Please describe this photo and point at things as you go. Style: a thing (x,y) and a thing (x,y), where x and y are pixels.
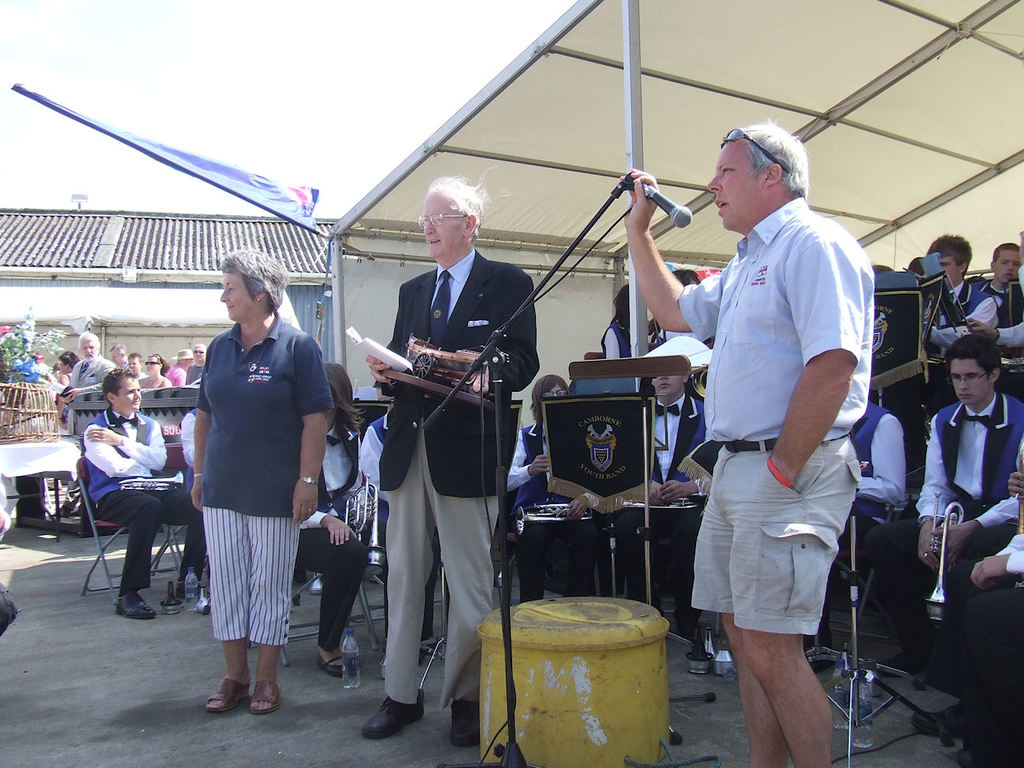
In this image in the foreground (760,367) there are three persons (282,416) who are standing and one person (765,511) is holding a mike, and talking something and the other person (406,420) is holding some papers (407,368). And in the background (191,422) there are some people (148,456) who are sitting on chairs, and all of them are holding musical instruments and some of them are resting. And in the background (97,386) there is a house (213,284), flowers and some people (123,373) are walking and also there are some tables (41,458). On the top of the image (557,143) there is one tent (657,231) and on the left side (251,185) there is one flag (263,190), at the bottom (177,698) there is a floor (177,698), on the floor (164,691) there is one drum (576,681).
